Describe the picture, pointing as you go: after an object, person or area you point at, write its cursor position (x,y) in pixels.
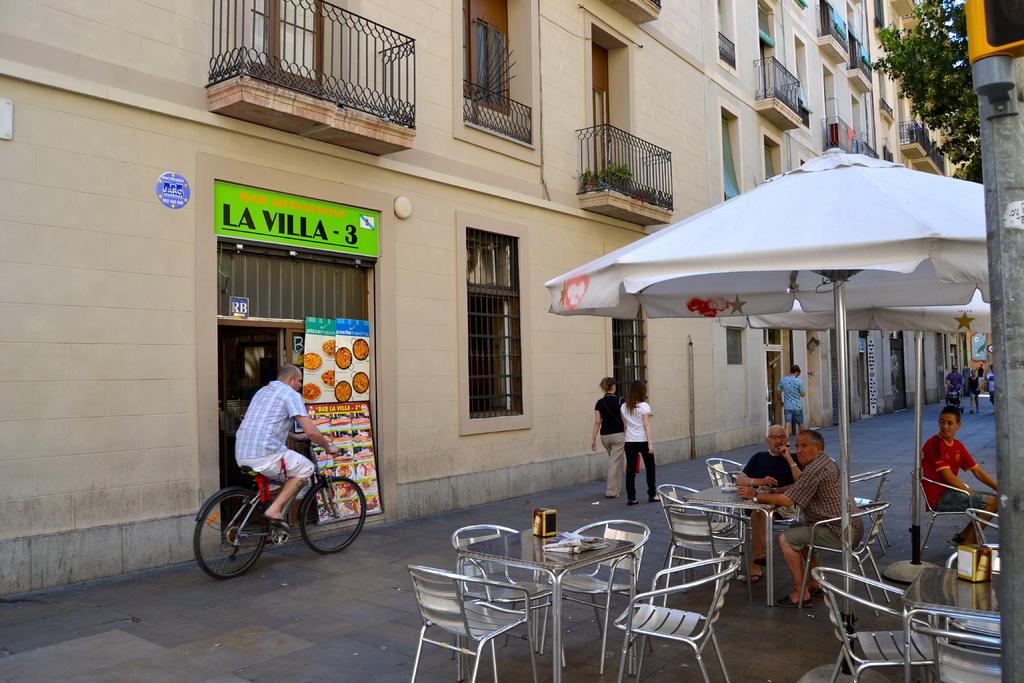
In this image, There is a floor (384,573) which is in black color, There are some chairs (614,583) and tables (548,565), There is shed (858,307) which is in white color, There are some people (822,499) sitting on the chairs (874,502), In the background (578,422) there is a wall (64,220) in yellow color and there are some persons (637,441) walking on the floor (123,603).
